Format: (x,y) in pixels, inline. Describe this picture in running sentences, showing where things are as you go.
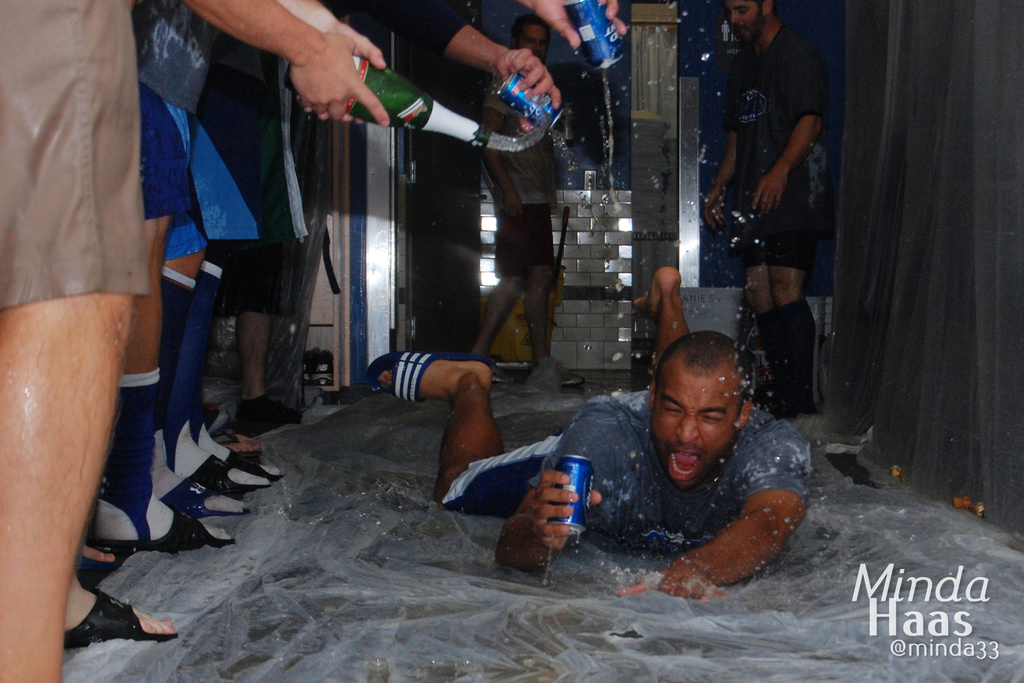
In this picture I can see there is a person (755,451) lying on the floor (554,587) and there is a plastic sheet (585,643) on the floor (483,646), he is holding a beverage can (561,510) and there is a man (819,151) standing on to right side (807,59) and there is a curtain (975,192) on to right (943,239). In the backdrop (505,154) there is a man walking and looking at the person (558,526) lying on the floor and there are few people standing on to left (321,85) and they are holding a wine bottle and beverage cans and pouring it on the person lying on the floor (915,621).
